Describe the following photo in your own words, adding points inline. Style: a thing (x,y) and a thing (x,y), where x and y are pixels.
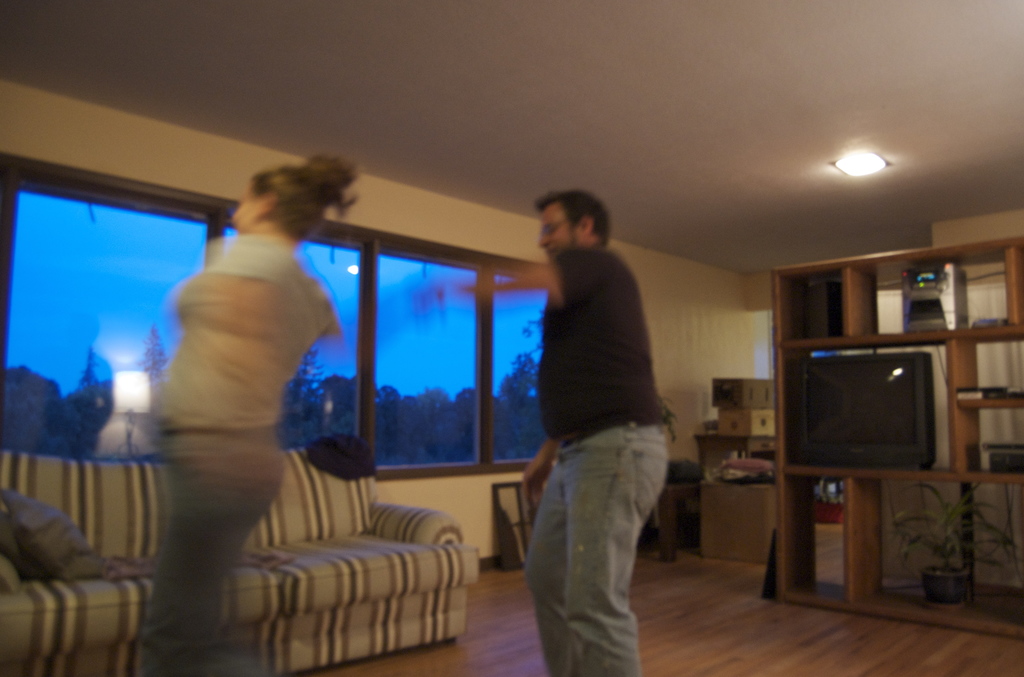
There are two people (267,409) standing. This is a couch (295,581) with cushion (64,565). Here is a television (813,391), house plant (936,585), and few objects (925,320) placed inside the wooden rack (865,330). This is the ceiling light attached to the rooftop (813,180). I can see few cardboard boxes (733,398) placed here. These are the windows (66,355) which are closed.
